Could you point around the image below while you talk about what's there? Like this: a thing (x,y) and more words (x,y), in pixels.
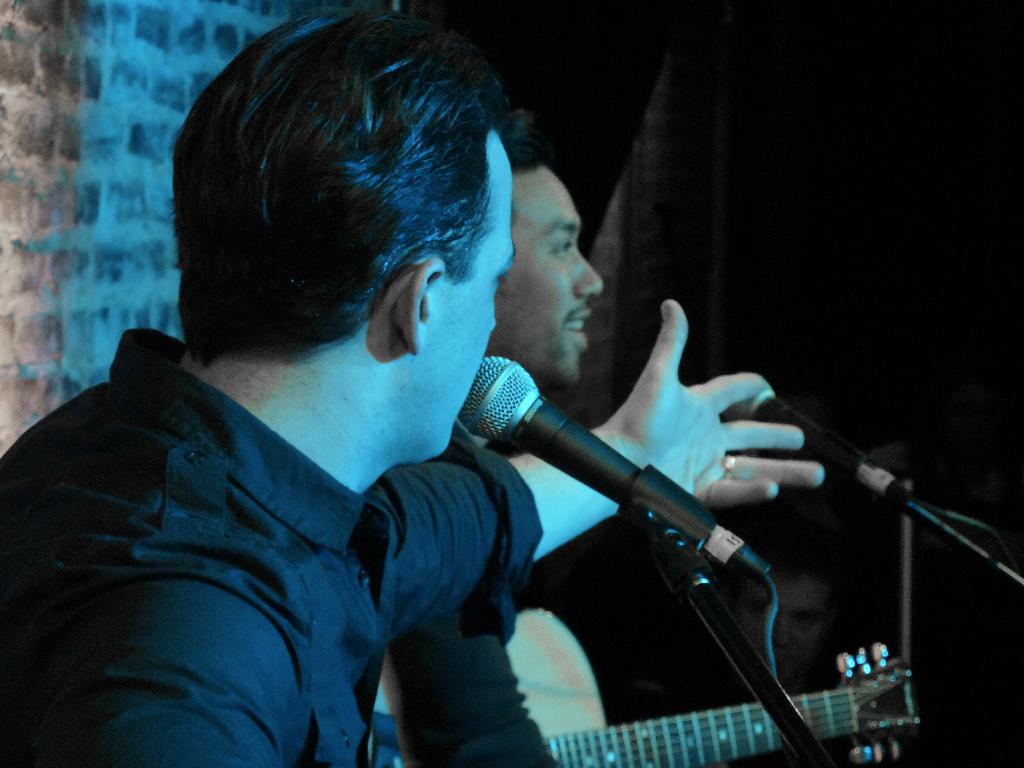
There are two people (472,643) here among them the one who is wearing black shirt (160,496) raised his left hand (528,455) and he is in front of the mike (518,400).
